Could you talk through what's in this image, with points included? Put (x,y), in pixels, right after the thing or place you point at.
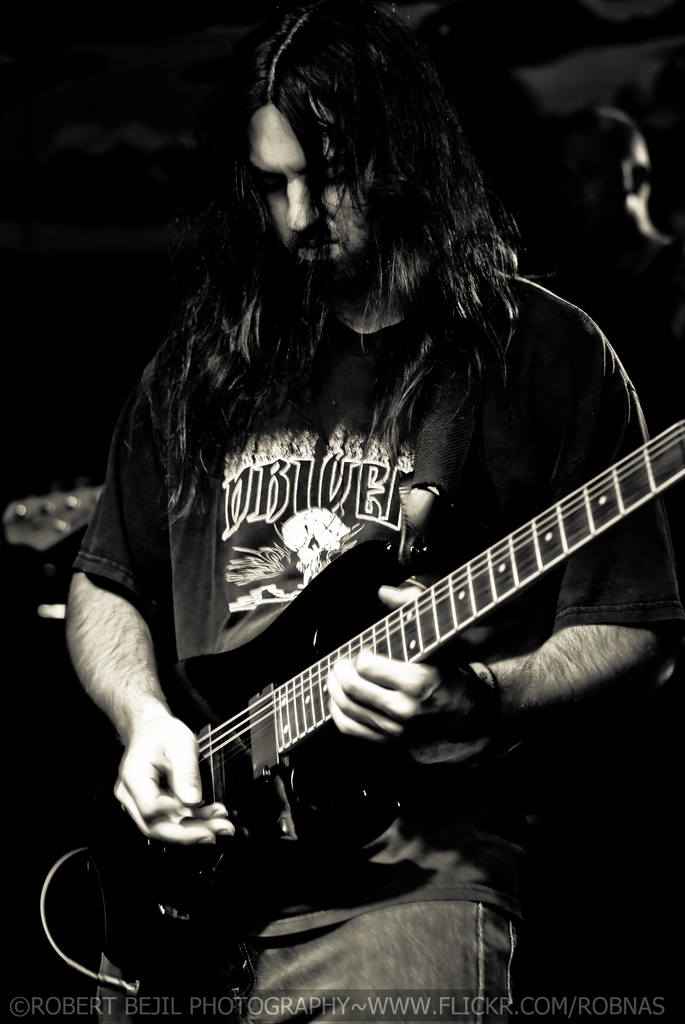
In this picture we can see a man (227,276) who is playing guitar (455,592). And this is the black and white picture.
